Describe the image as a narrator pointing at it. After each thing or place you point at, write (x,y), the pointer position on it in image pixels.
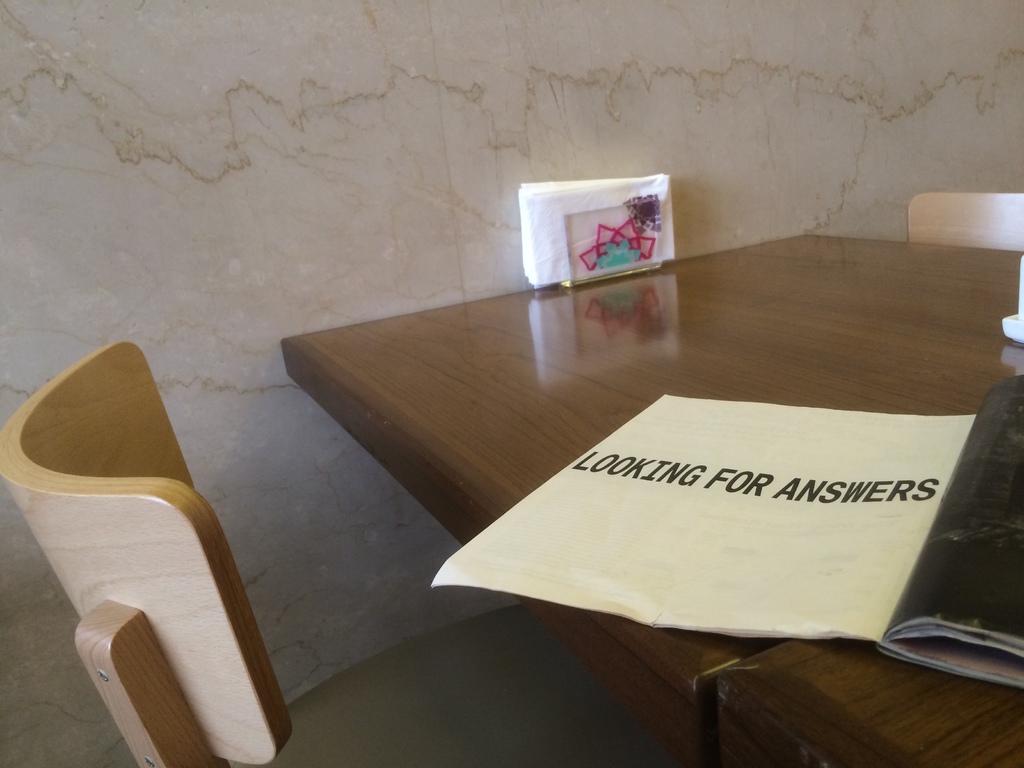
In this image there are two tables (935,681) and chairs (206,605), on the tables (933,701) there are some tissue papers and some object (1018,326) and in the background (511,119) there is a wall (357,112).
